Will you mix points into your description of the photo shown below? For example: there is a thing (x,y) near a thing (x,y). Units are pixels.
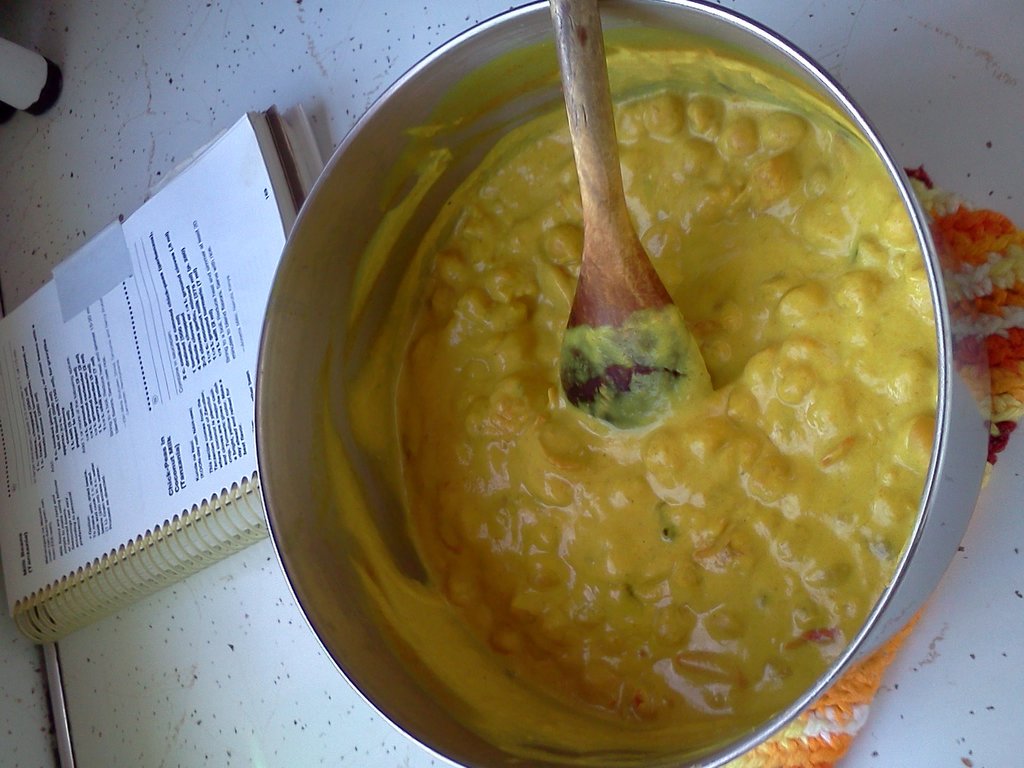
In this image I can see food item (578,434) and wooden spoon (599,323) in a steel bowl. Here I can see a book (181,359). These objects (226,362) are on a white color surface (15,742).
